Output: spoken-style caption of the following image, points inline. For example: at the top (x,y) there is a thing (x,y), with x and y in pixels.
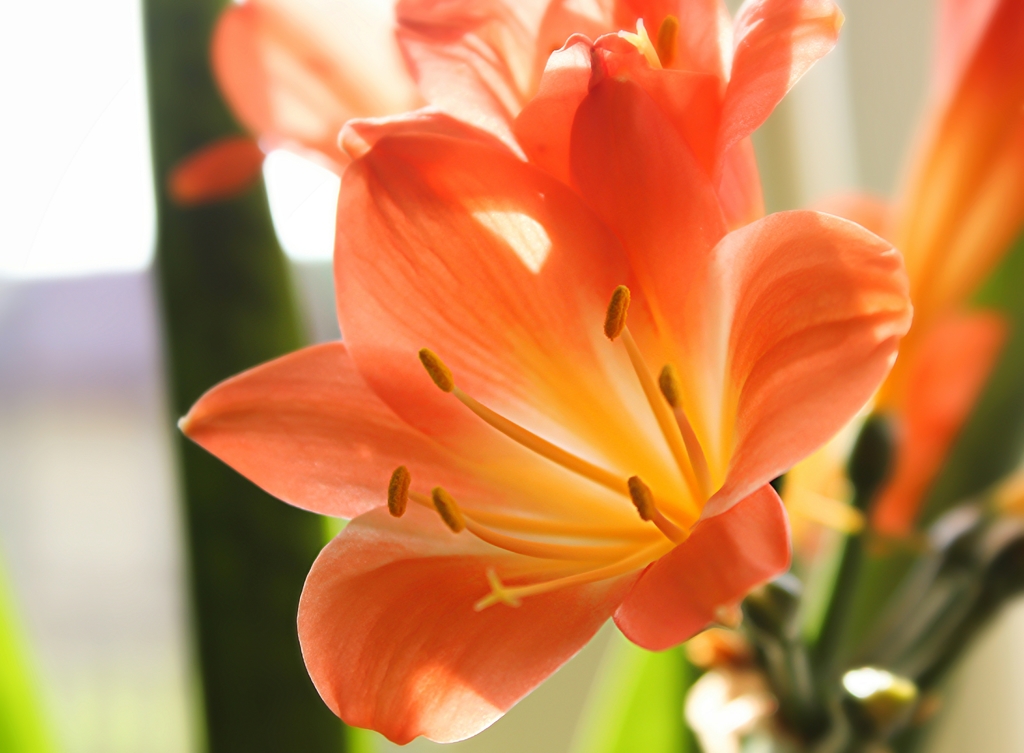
In this image, we can see flowers (700,357). Background (77,500) there is a blur view.
